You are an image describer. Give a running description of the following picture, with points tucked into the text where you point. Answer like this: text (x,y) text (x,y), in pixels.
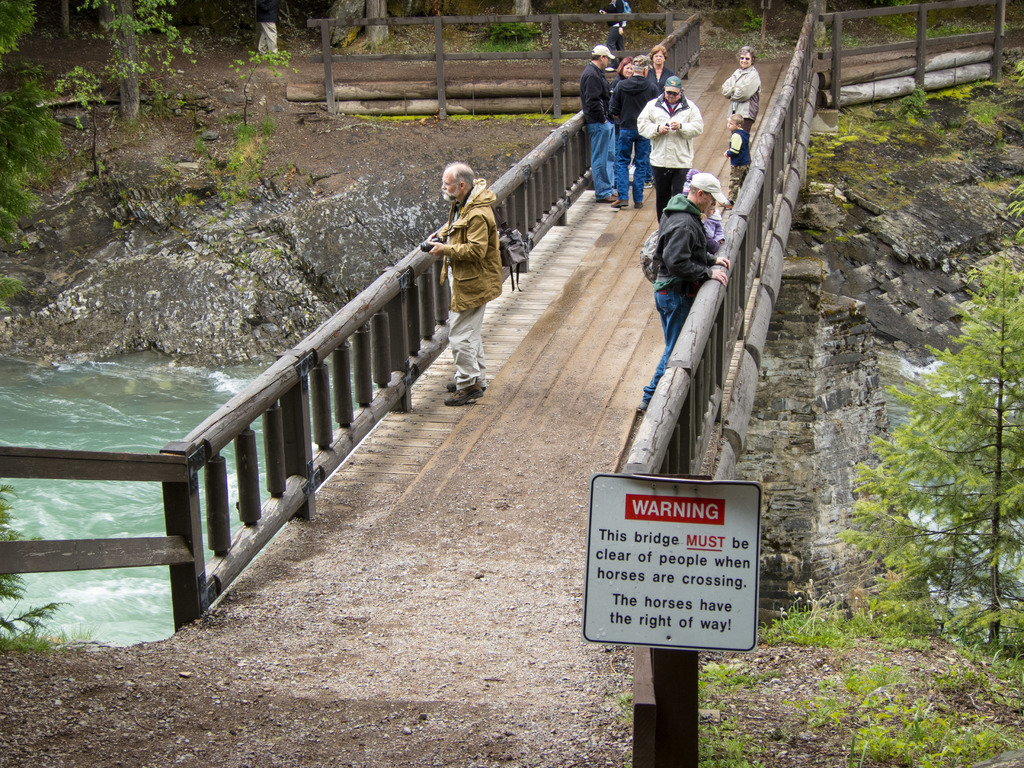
In this image we can see some persons (711,210), bridge (621,263), board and other objects (519,255). In the background of the image (632,104) there are trees (19,116), wooden fence (359,20), persons (742,69) and other objects (767,7). On the left side of the image (39,391) there is water (158,400) and an object (140,566). On the right side of the image (748,678) there are rocks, plants (957,491) and other objects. At the bottom of the image (868,646) there is the ground (469,596).
